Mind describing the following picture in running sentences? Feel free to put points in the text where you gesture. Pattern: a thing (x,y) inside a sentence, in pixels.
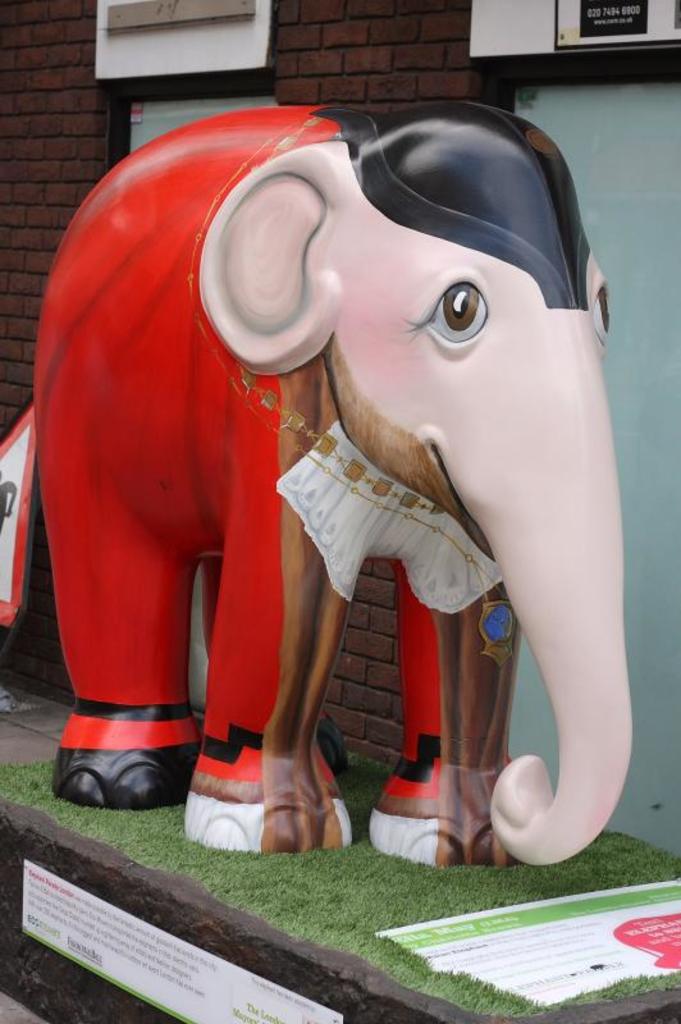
In the image there is an elephant statue (408,724) on the grass (492,877). On the grass (621,989) there is a poster (601,898). And below the elephant (243,207) there is a poster (60,946) to the wall (1,855). Behind the elephant (230,194) there is a brick wall (351,85). To the right corner of the image (626,172) there is a white color wall (660,151).
